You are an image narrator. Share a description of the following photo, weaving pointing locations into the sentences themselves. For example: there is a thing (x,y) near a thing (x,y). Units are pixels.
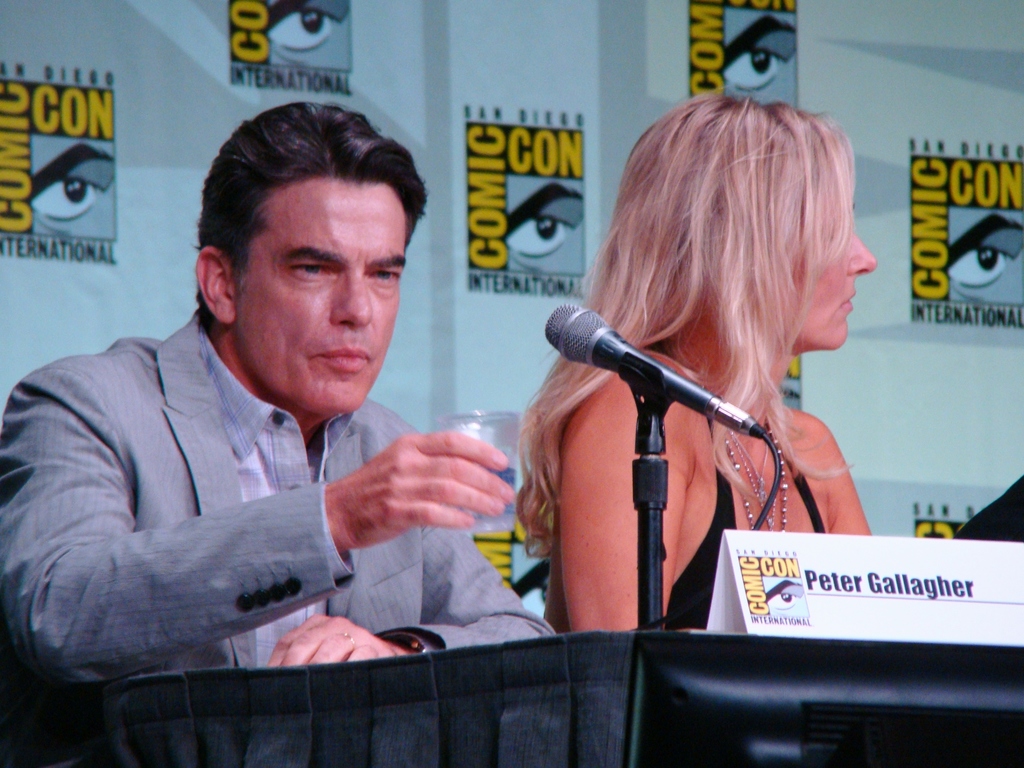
In the image there is a man (354,358) and a woman (664,541), in front of them there is a mic (660,554) and behind them there are comic con posters (515,125).
